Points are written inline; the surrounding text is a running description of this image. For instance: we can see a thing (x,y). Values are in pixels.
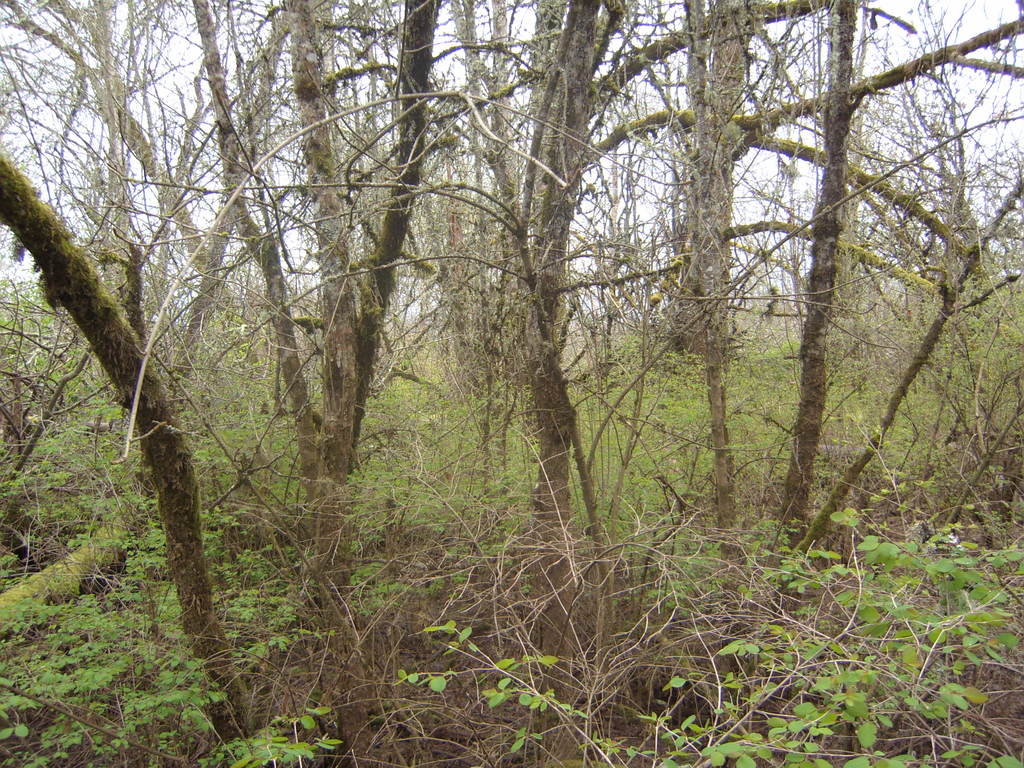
In this image there are a group of trees (339,487), and at the bottom (626,589) there are some plants (682,612).
